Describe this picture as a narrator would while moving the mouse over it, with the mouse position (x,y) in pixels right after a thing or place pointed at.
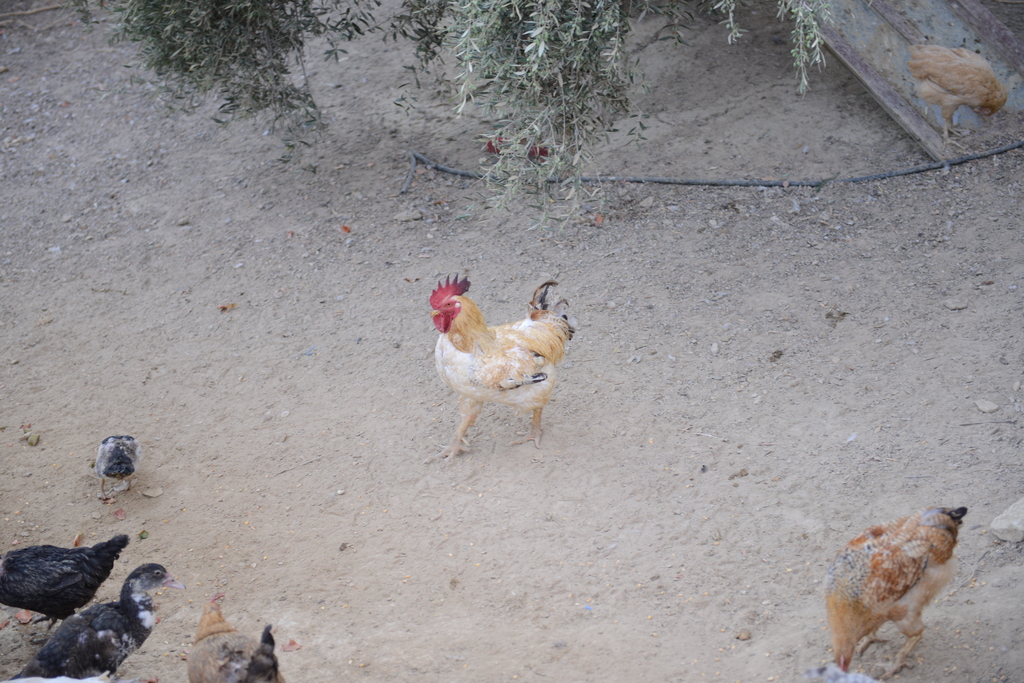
In this picture there are hens (209,641) at the bottom (921,560) and a cock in the center (552,307). On the top (580,38), there are trees (456,54).
